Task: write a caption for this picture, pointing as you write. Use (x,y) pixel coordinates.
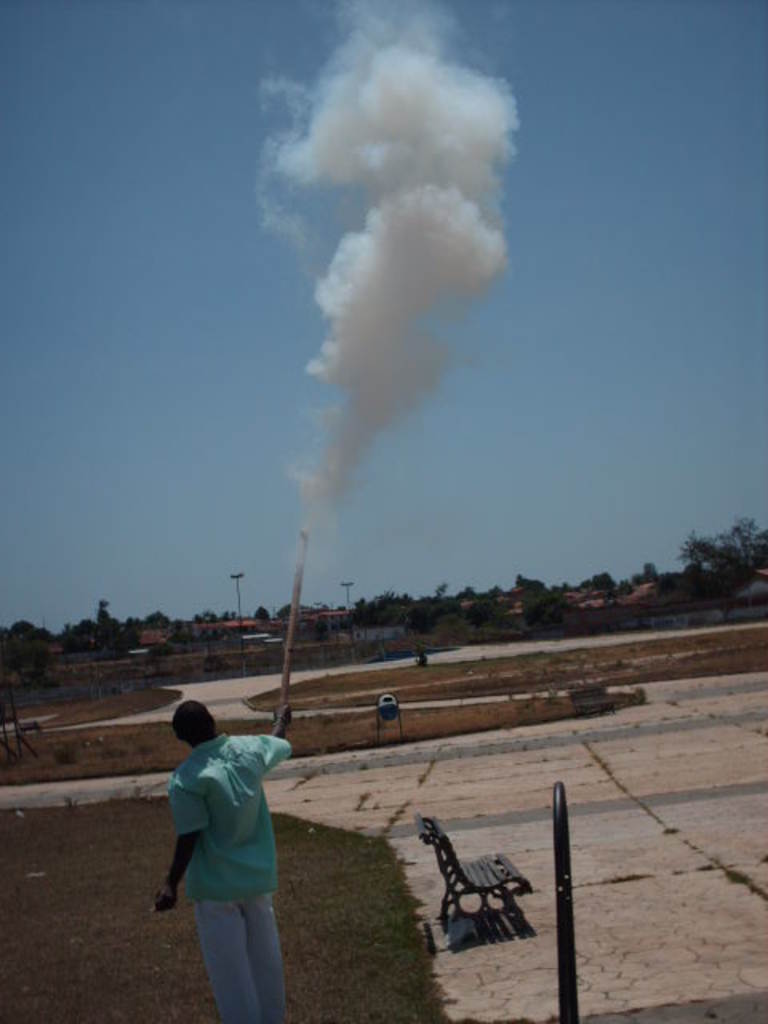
In the foreground of the image (267,832) we can see a person (218,781) standing on the ground (286,808) holding a stick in his hand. To the right side of the image (569,874) we can see a pole (565,916) and a bench (503,869) placed on the ground (523,899). In the background (692,587) we can see a group of trees (605,589), buildings (267,638), poles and the sky (492,336).
